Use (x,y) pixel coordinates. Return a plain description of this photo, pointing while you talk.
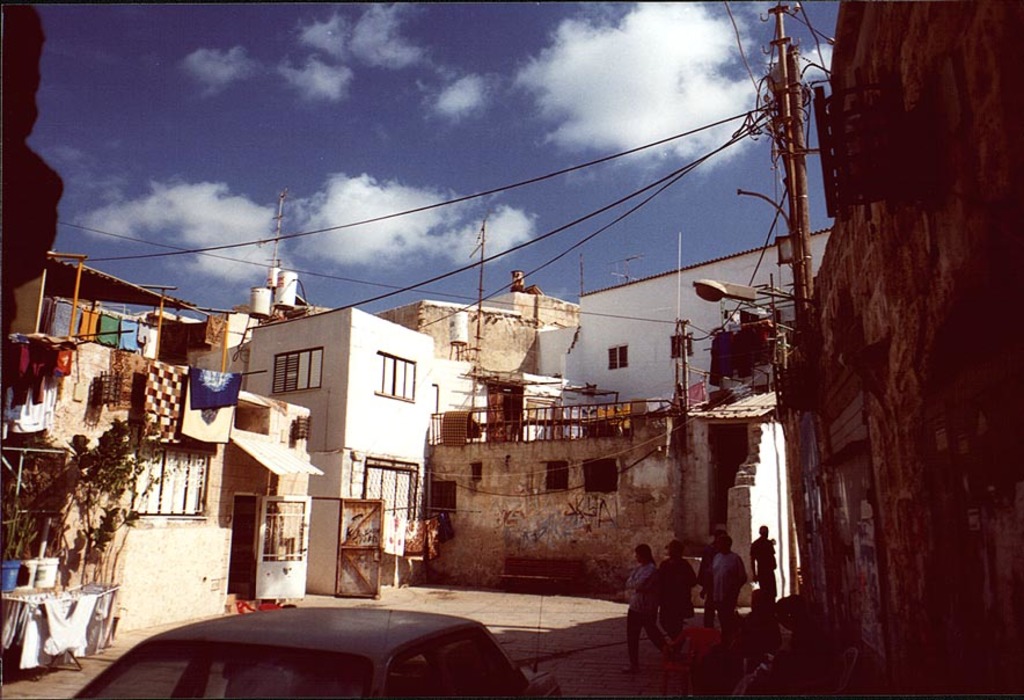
This image in the center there are persons (671,586) walking. In the front (311,657) there is a car (294,648). In the background (283,442) there are buildings (379,397) and on the left side (159,375) there are plants (115,479) and there are clothes (135,393) hanging on the wall (86,364) of the building (95,353) and the sky (464,140) is cloudy. On the right side (784,160) there are poles (796,217) and there are wires (776,113) attached to the poles (804,264).
